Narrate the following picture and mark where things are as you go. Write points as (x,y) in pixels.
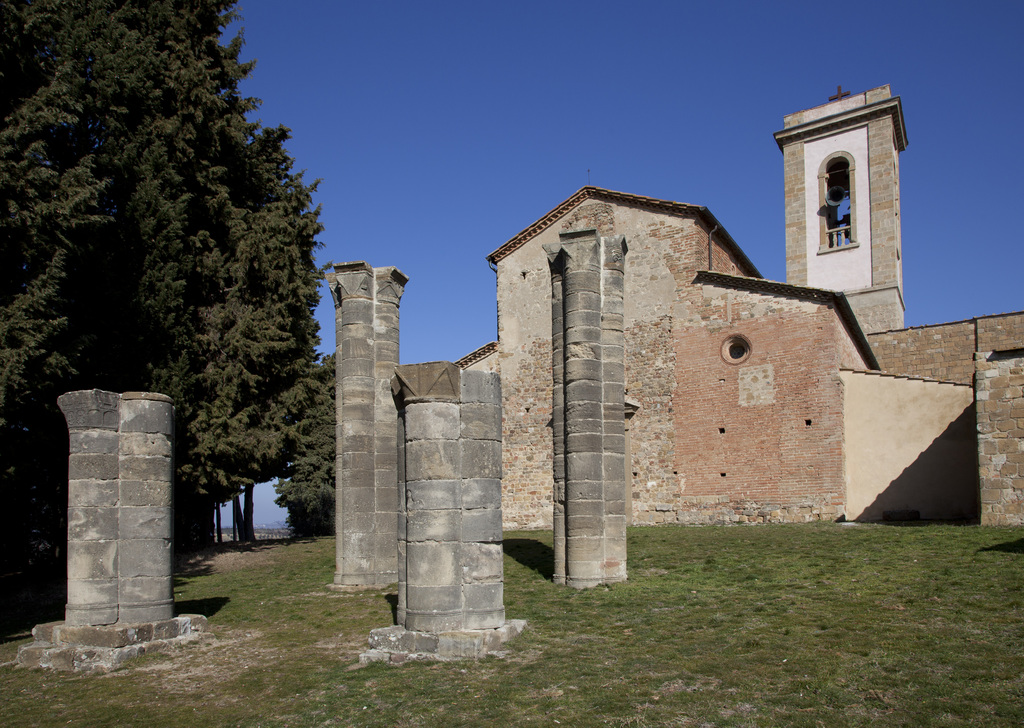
In this image on the right side (897,230) there is a monastery (901,237), in which there is a bell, at the top (678,55) there is the sky (552,46), on the left side (68,323) there are trees (241,356), in front of monastery (686,286) there are pillars (88,479) visible.
